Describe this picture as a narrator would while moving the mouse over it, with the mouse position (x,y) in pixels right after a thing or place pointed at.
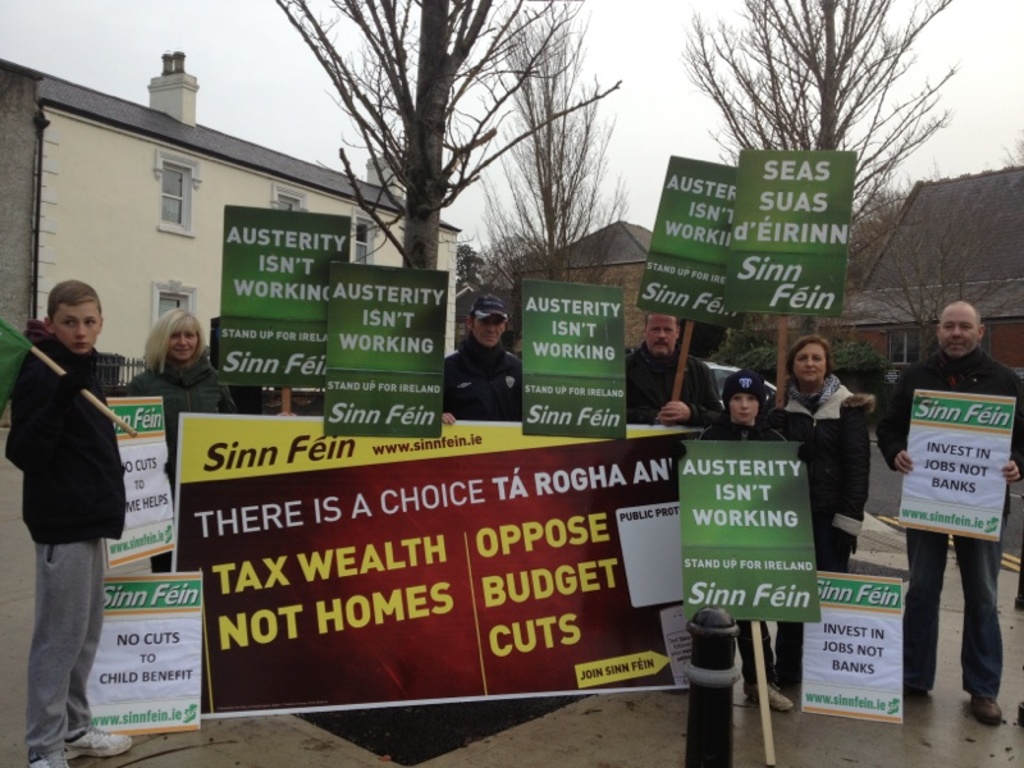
This is the picture of some people (36,433) holding some boards (622,465) and standing in front of the houses (984,210) and some trees (511,17) which has no leaves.
